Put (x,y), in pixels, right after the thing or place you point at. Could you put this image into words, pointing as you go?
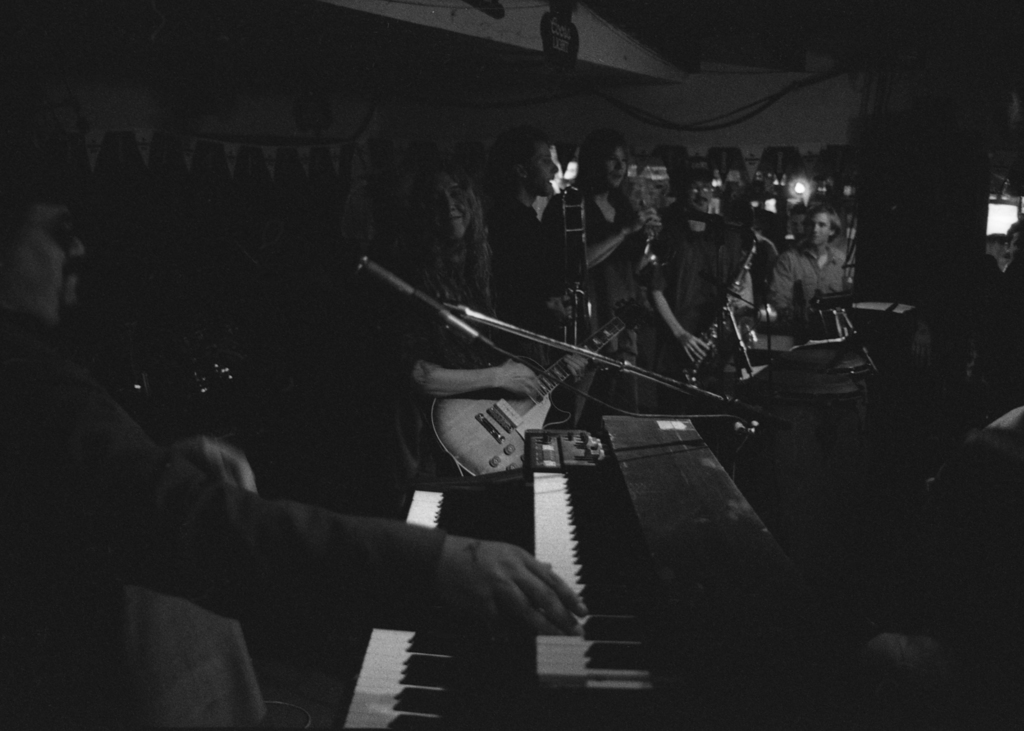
In the left bottom of the image (275,592), there is a person (23,327) sitting and playing a keyboard (558,536). In the middle of the image (517,378), there are group of people (441,342) standing and playing musical instruments (582,220). The picture is taken inside the auditorium (258,51) which is dark in color.
